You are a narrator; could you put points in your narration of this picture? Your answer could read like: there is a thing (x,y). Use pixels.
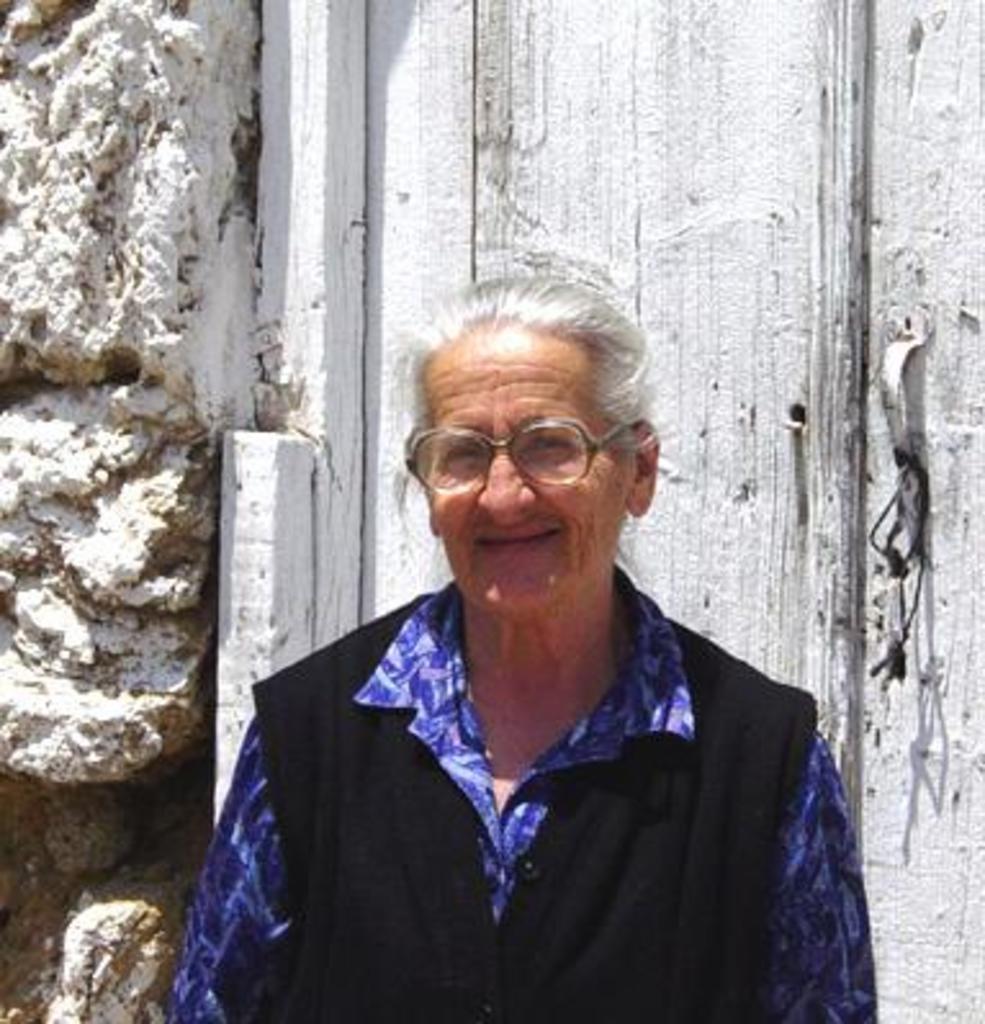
In this image I can see a person (361,777) is wearing blue and black color dress (500,846). Back I can see a rock (155,297) and wooden object (354,338) and it is in white color.
